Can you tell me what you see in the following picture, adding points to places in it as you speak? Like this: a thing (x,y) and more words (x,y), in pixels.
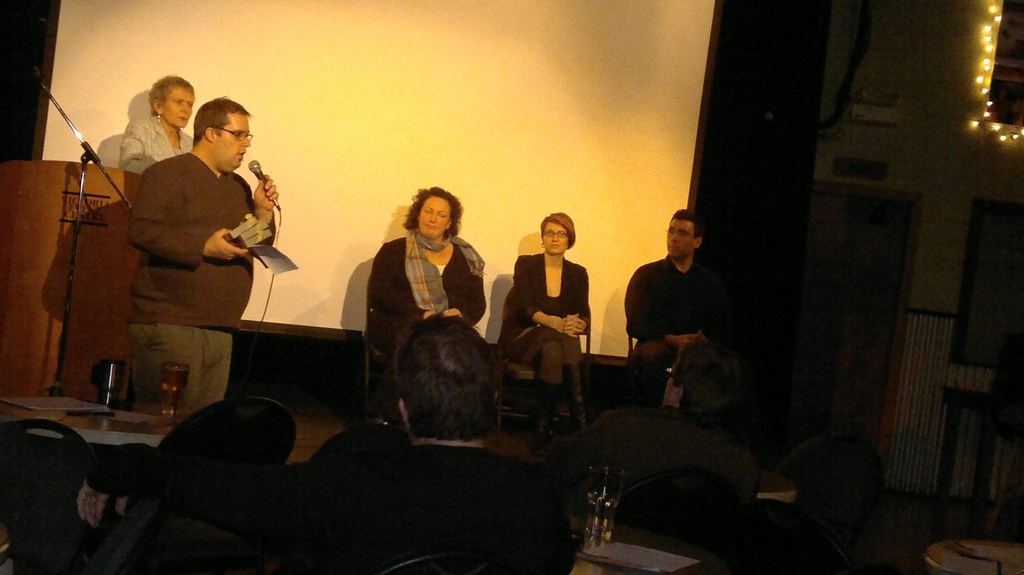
In the picture we can see three people (560,360) are sitting on the chairs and beside them, we can see a man (215,300) standing and talking in the microphone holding it and on the other hand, with some boxes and behind him we can see a woman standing and in front of him we can see some people (499,480) are sitting on the chairs (803,544).
